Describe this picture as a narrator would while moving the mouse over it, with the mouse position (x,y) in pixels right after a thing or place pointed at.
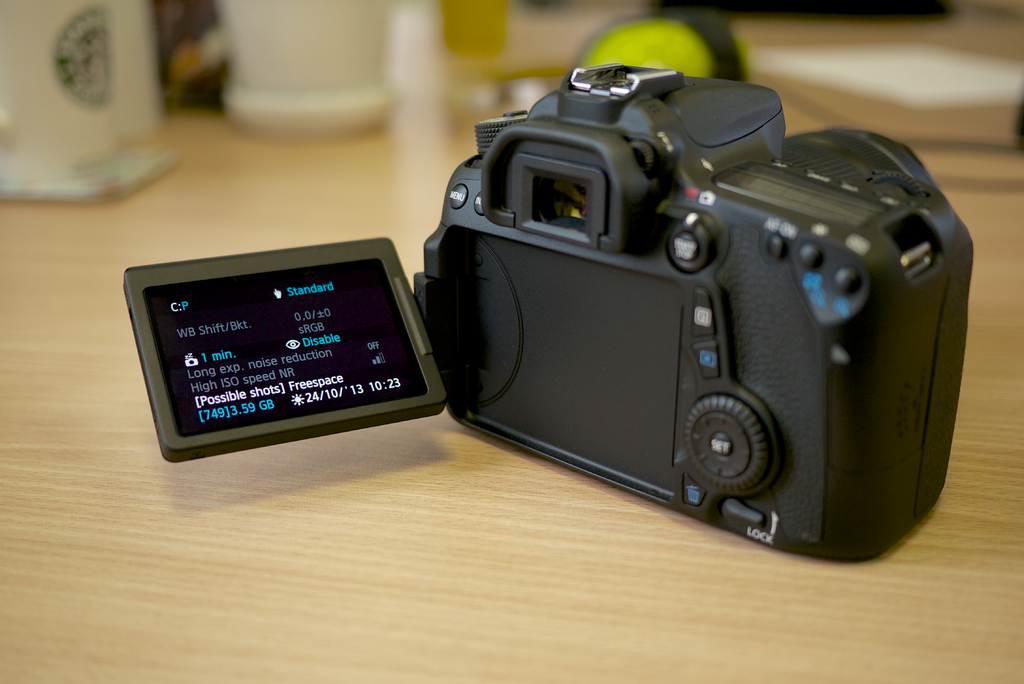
In this picture we can see a camera (432,327) placed along with few objects (947,69) are placed on the table (224,248).
